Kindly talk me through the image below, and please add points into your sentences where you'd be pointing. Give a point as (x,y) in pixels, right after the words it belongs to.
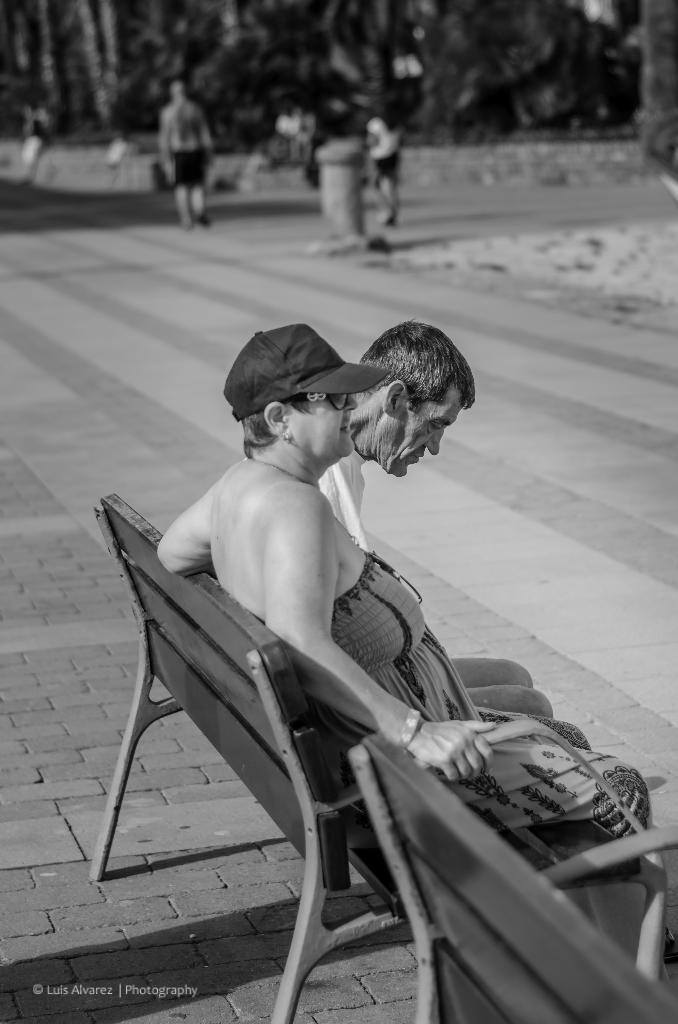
In this picture I can observe two members (349,572) sitting on the bench (282,790). In the background (301,135) there are some people (202,164) and I can observe some trees (345,55). This is a black and white image.
